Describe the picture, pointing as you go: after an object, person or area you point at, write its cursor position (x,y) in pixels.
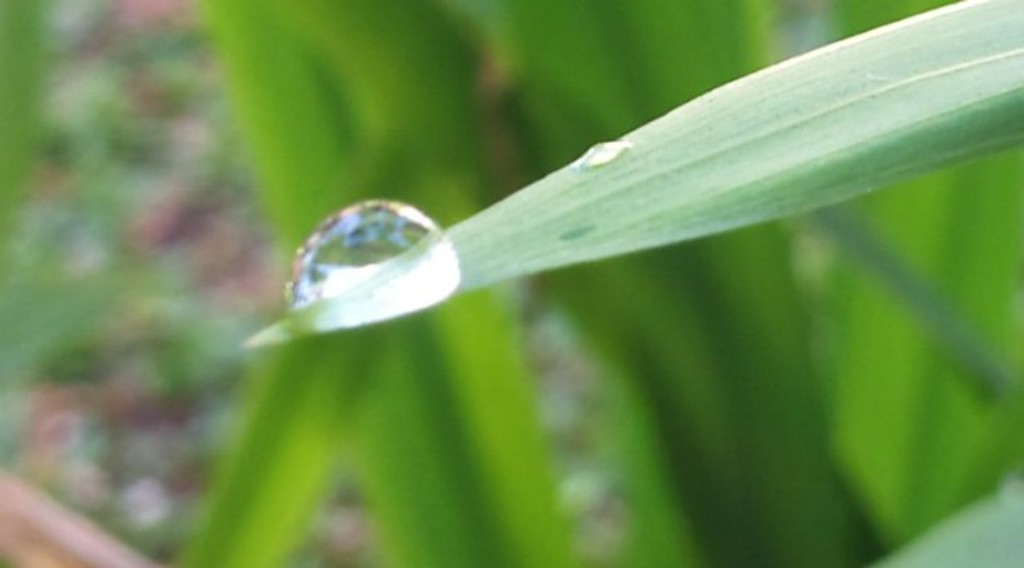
In this picture there is a water droplet (327,274) in the center of the image (352,293) on a leaf (484,248) and there is greenery (427,205) in the background area of the image (504,125).
